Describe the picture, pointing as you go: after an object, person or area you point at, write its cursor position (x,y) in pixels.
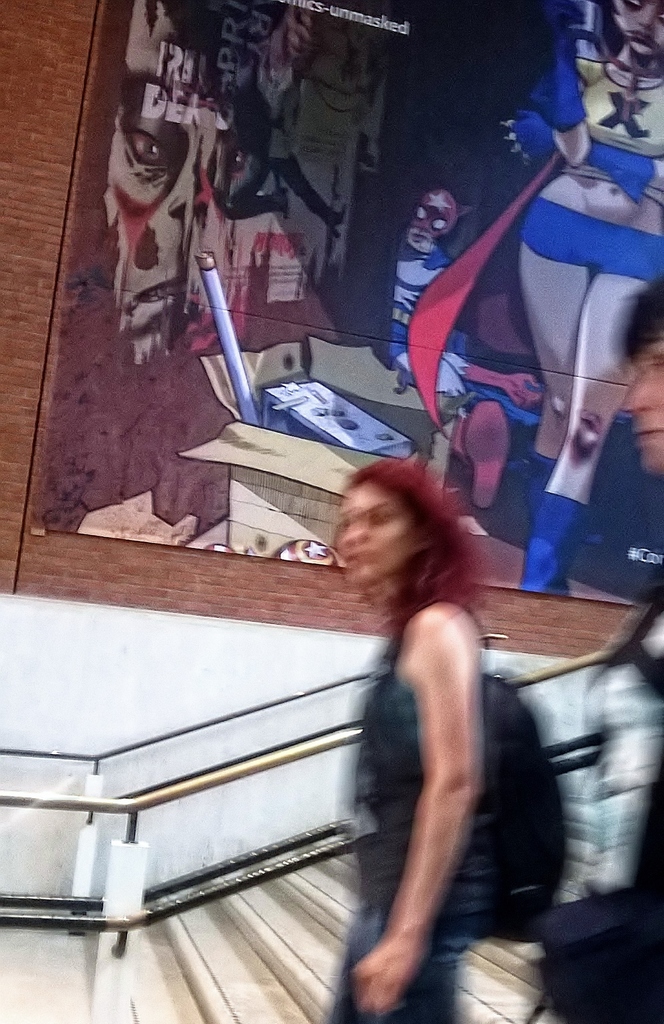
In the given image i can see a poster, people (348,1012), stairs (203,991) and railing (120,898).
